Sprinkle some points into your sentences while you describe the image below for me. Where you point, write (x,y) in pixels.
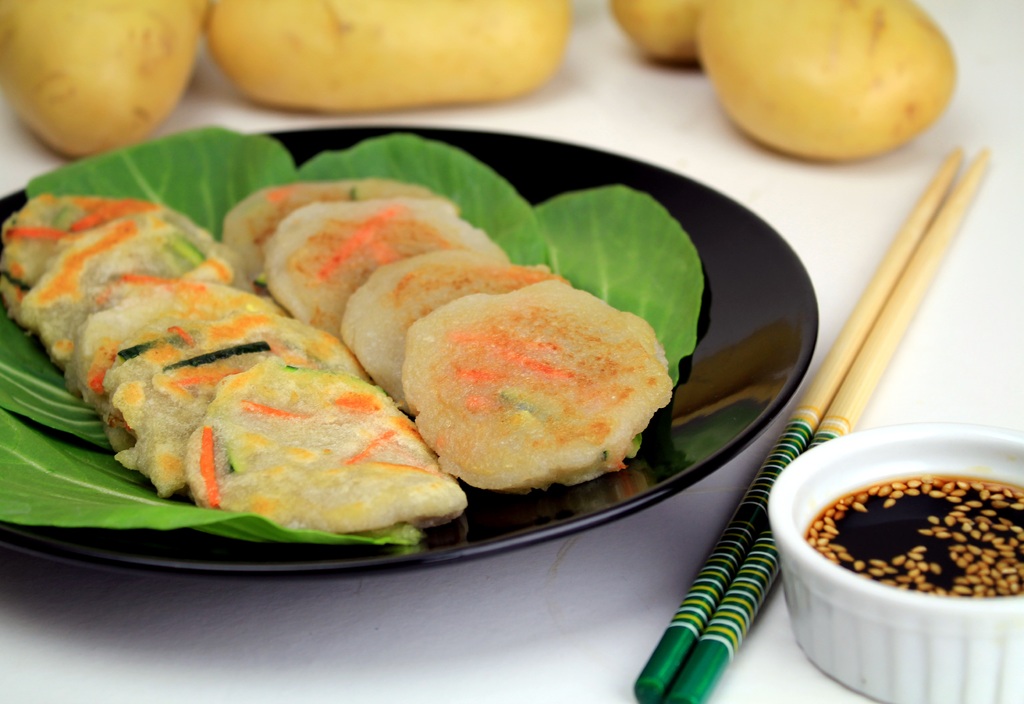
In this image we can see a food item (363,212) is kept on black plate (677,444) beside it one bowl (863,550) is there in that sauce (997,574) is present between it two sticks (927,273) are there. Top of the image (657,8) some potatoes (557,62) are there.
